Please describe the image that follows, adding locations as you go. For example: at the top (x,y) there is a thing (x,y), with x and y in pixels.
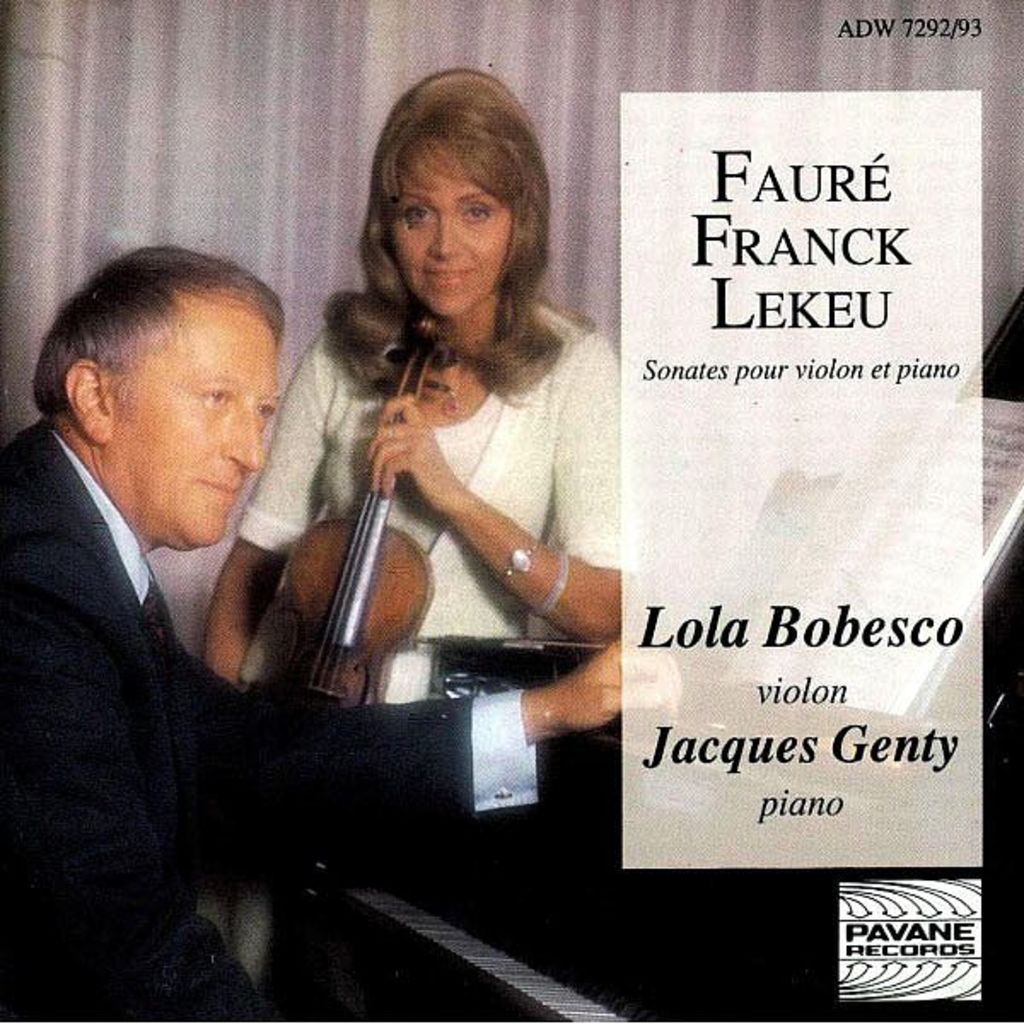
In this picture I can see a man (5,492) on the left side (33,732), in the middle (483,497) a woman (441,118) is holding the violin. On the right side (687,358) there is the text (837,426), at the bottom (723,1016) it looks like a piano (551,935). It is an edited image.
